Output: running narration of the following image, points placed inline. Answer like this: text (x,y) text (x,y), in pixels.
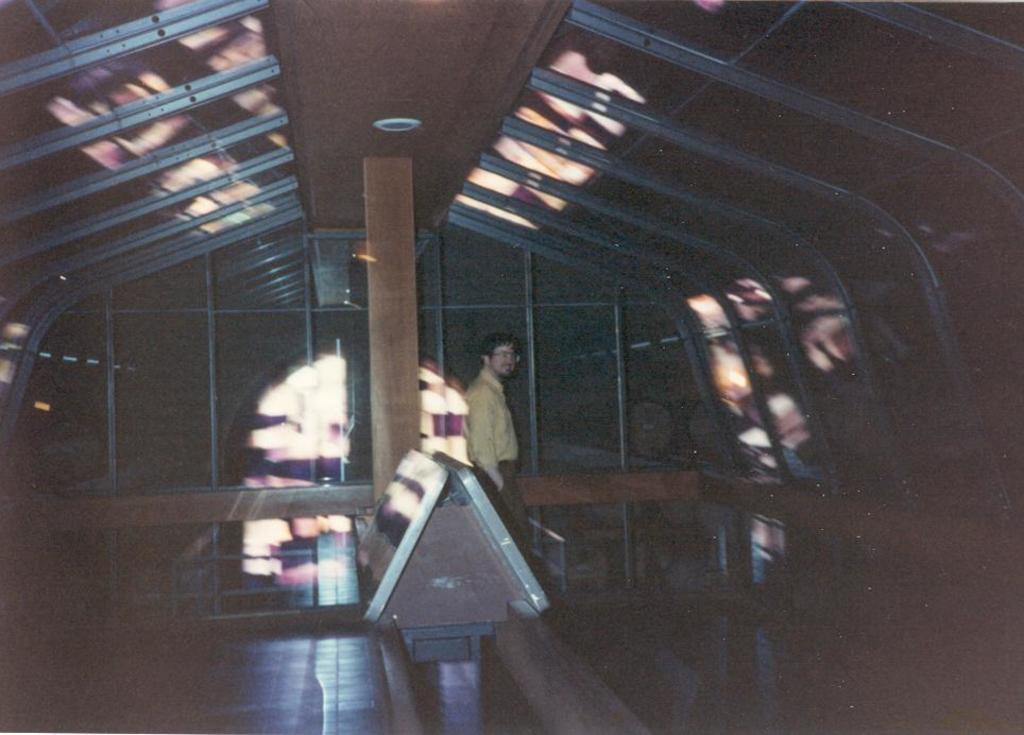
In this image I can see the inner part (836,14) of the building (528,369). One person (515,439) is walking and I can see a pillar (388,356) and few windows (262,374).
